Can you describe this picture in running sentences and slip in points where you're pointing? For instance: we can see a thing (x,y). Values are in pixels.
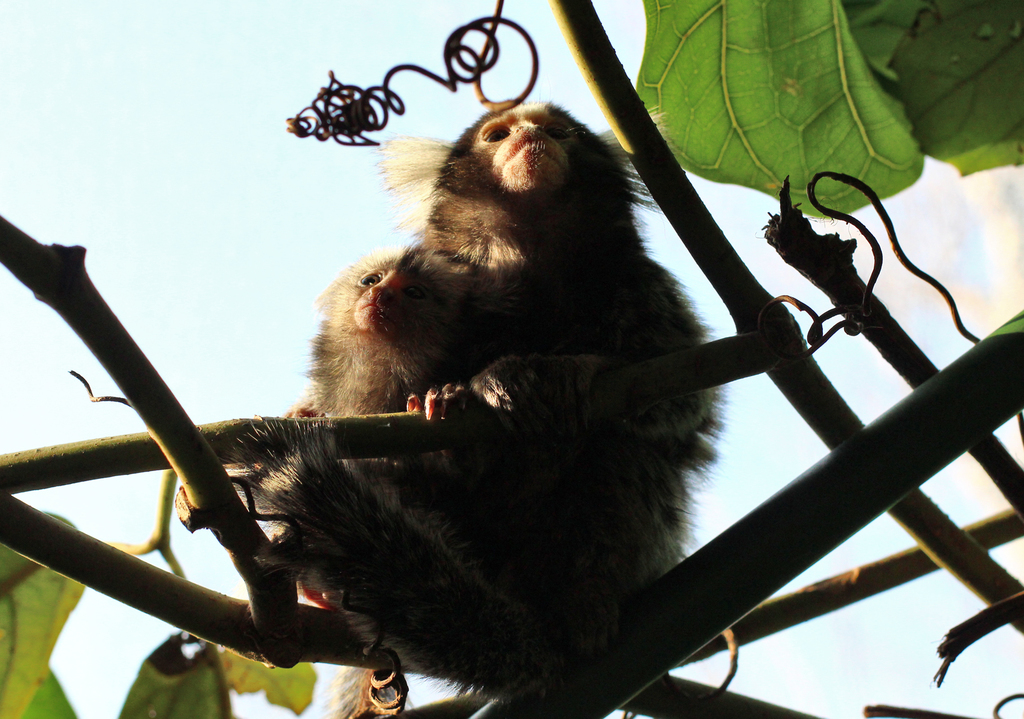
In this image we can see monkeys (405,555) sitting on the branch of a tree (119,439). In the background (294,147) we can see sky (371,205).
